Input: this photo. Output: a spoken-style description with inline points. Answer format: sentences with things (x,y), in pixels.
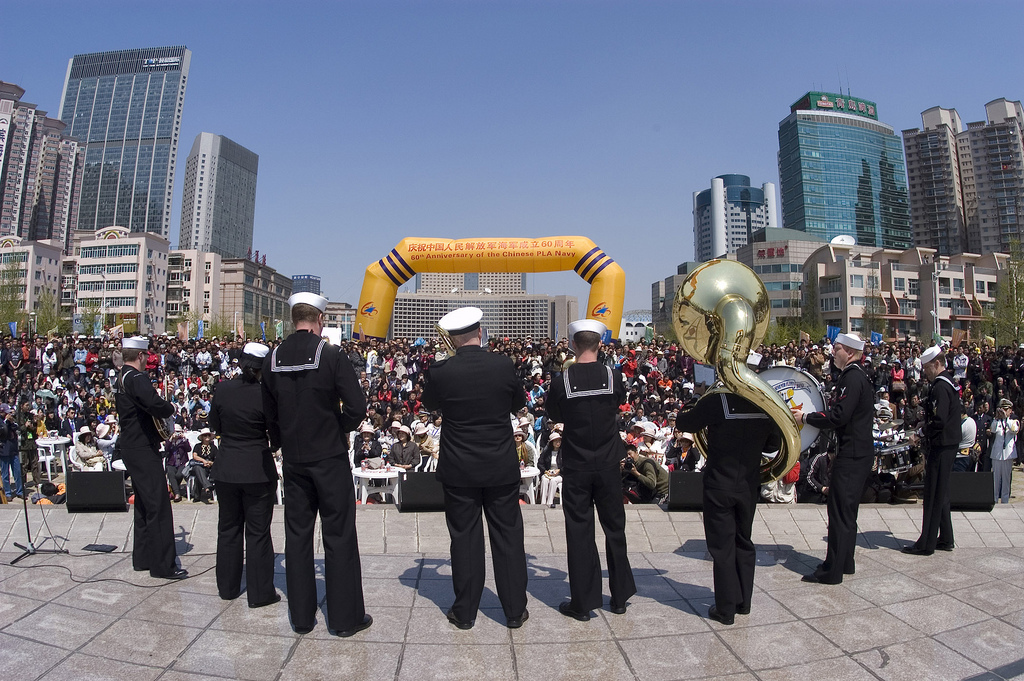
This picture describe about musician (720,475) wearing black color coat (707,465) and pant (712,514) holding big golden sousaphone (746,372) in the hand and playing the, music on the stage (649,572). In the background (7,441) we can see many people (402,385) sitting and watching the music show.
